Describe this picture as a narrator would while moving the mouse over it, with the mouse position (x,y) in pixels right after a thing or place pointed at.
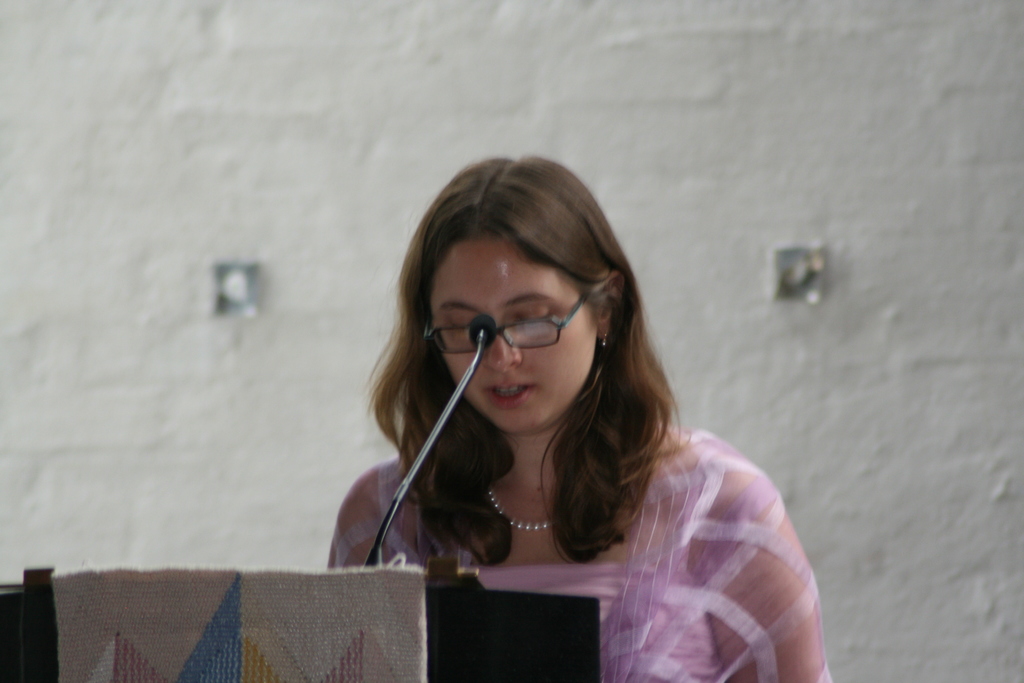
This woman (527,272) wore spectacles (533,327) and looking downwards. In-front of this woman (543,281) there is a podium (134,643) with mic (480,354). Background (688,146) it is white wall (262,203).
